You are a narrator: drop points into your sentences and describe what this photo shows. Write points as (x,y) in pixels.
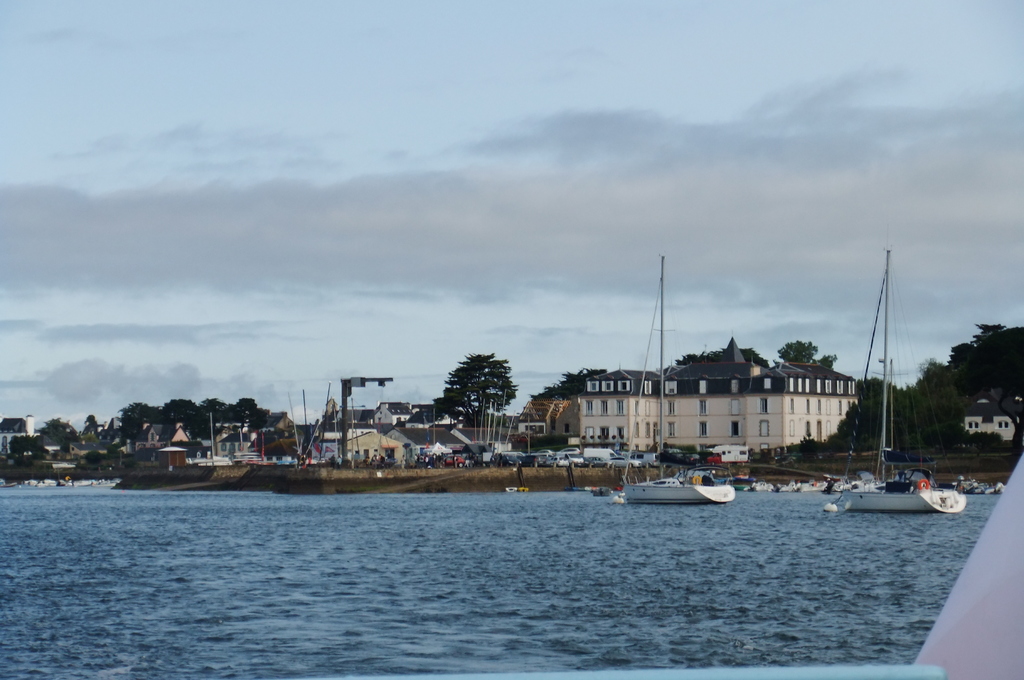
In this picture I can see many boats (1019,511) on the water (842,533). In the background (719,392) I can see many cars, poles (308,449), street lights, building (706,429), trees (118,446) and peoples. At the top (525,54) I can see the sky (460,107) and clouds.
